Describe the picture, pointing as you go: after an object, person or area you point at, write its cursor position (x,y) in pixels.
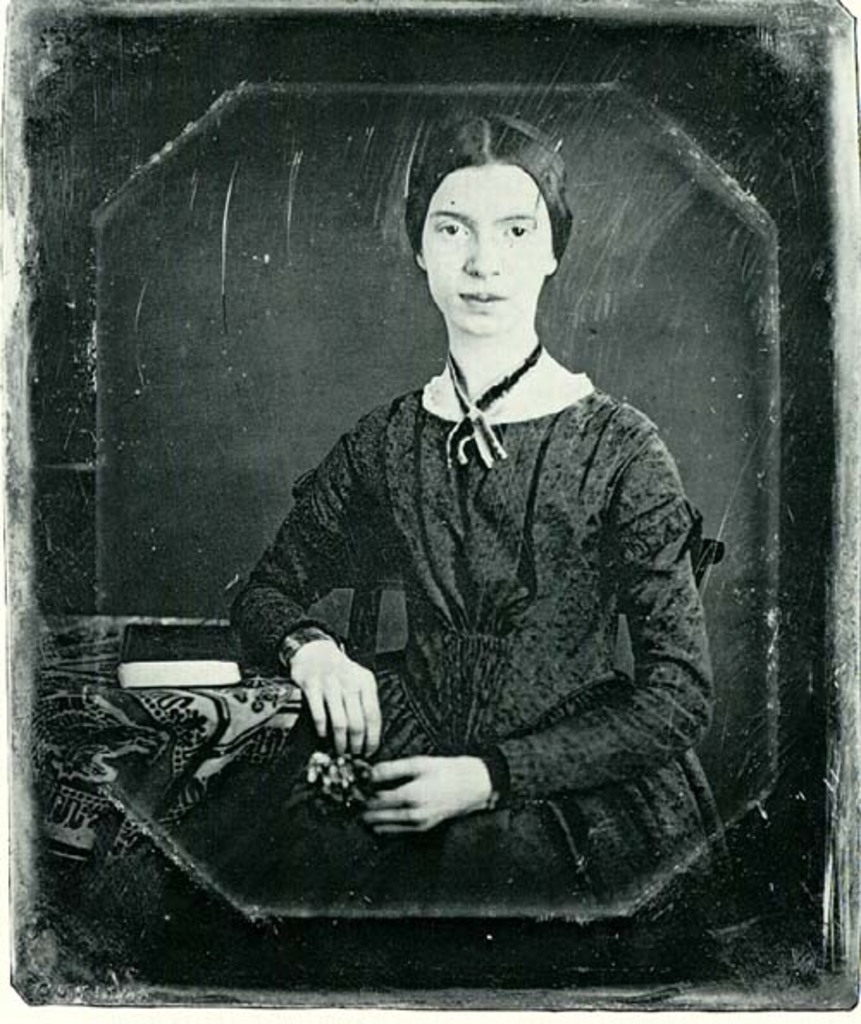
This is a black and white image of a lady (467,617) sitting. Near to her there is a table (169,732). On the table (166,699) there is a book (183,642).
